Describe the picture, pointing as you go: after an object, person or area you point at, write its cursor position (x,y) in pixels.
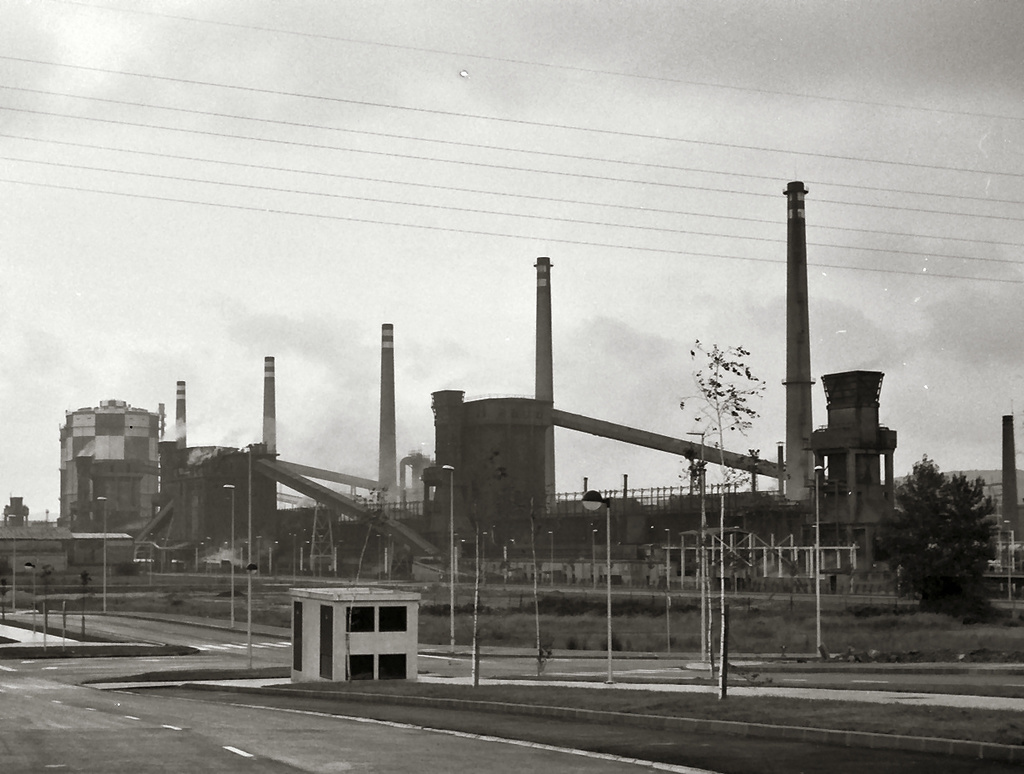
In this image, there are a few buildings (772,493), poles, trees (934,480), chimneys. We can see the ground (541,746) with grass (954,627) and some objects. We can also see the fence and the sky (464,341) with clouds (539,251).
